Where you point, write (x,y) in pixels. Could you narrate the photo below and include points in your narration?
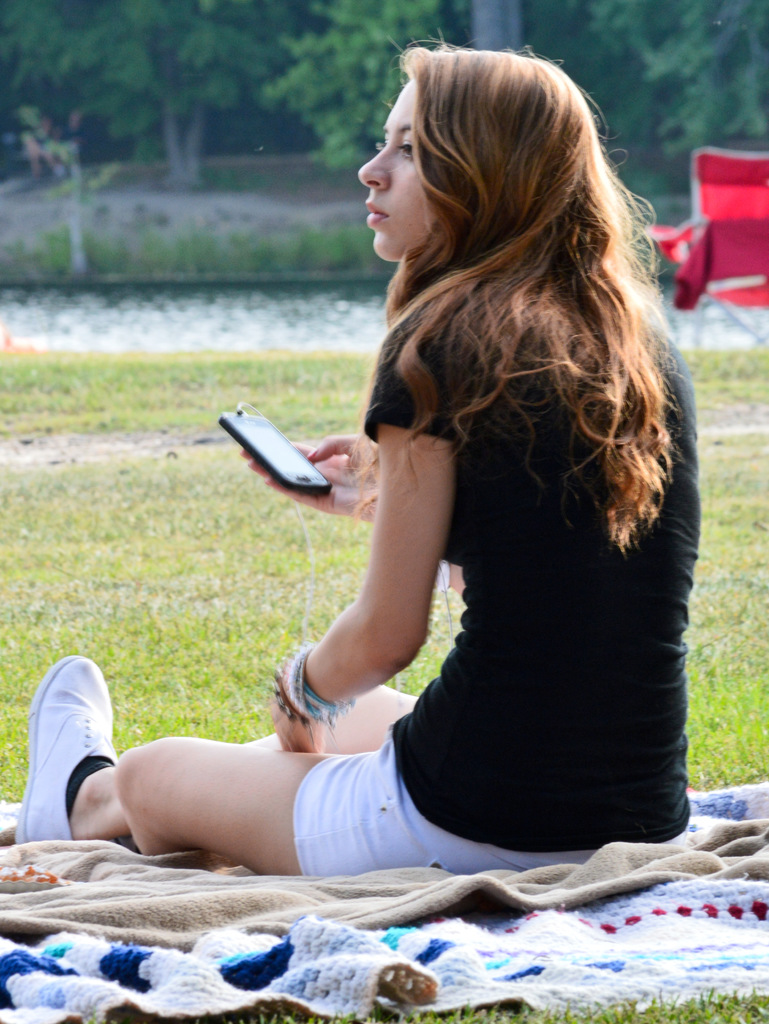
in this image the woman (696,475) she is sitting on the bed sheet (421,871) and she is holding the phone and she is wearing black t-shirt (522,726) and white short (389,857) and white shoes (62,728) and the back ground (748,167) is very morning.
